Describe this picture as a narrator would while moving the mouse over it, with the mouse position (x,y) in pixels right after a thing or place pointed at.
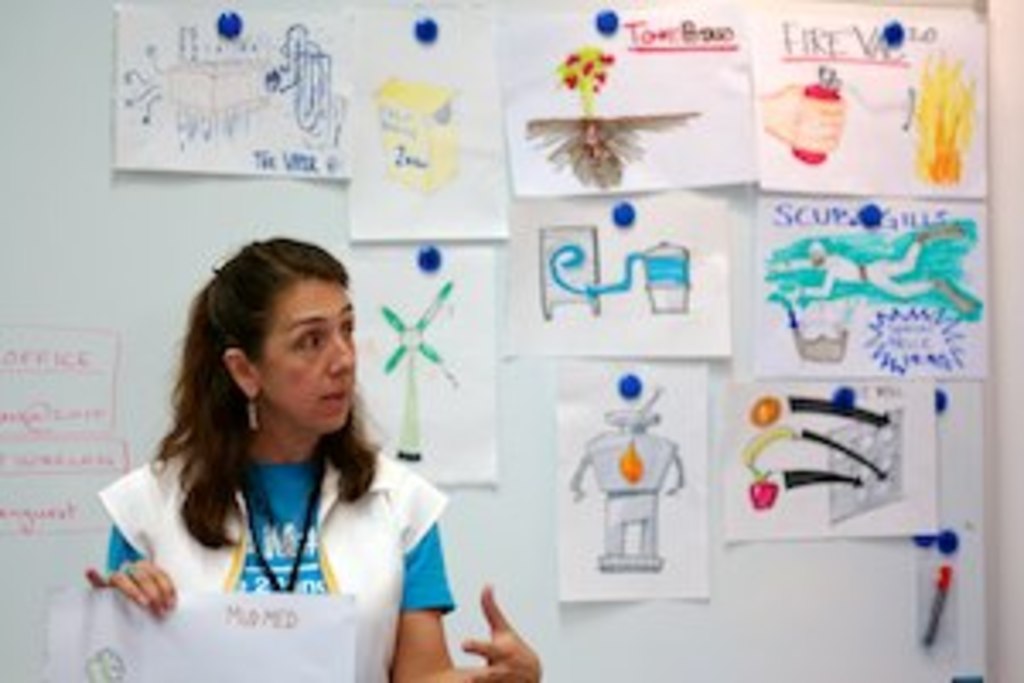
In this image there is a woman (359,575) standing, holding a paper (130,679) in her hand (149,585), in the background (40,33) there is a wall (849,617), for that wall (103,396) there are papers (635,112), on that papers (447,195) there are some pictures (586,156).
